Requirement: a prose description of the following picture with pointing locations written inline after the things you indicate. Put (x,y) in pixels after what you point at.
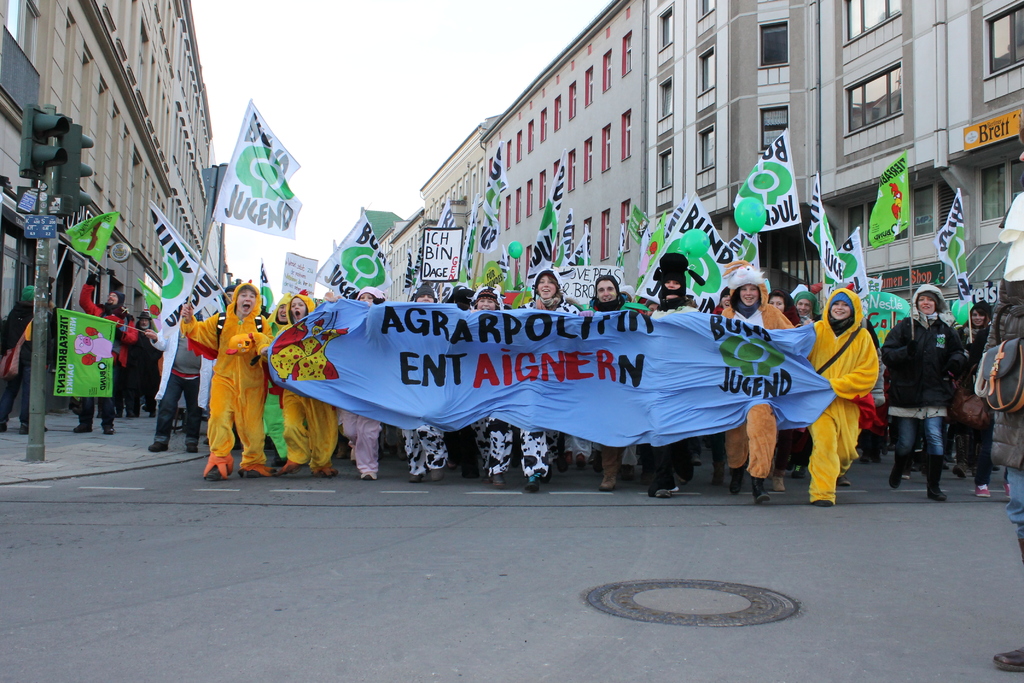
This image is taken outdoors. At the bottom of the image (195,534) there is a road (424,569) and a sidewalk (107,443). At the top of the image (373,155) there is a sky (317,147). On the left (15,271) and right sides of the image there are a few buildings (462,150) with walls (150,103), windows (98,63), roofs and doors (67,294) and there is a signal light (62,136) on the sidewalk (50,432). In the middle of the image (355,253) many people (1020,331) are walking on the road (54,501) and they are holding many placards (262,213) with text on them and a banner (532,367) with a text (491,320) on it.
